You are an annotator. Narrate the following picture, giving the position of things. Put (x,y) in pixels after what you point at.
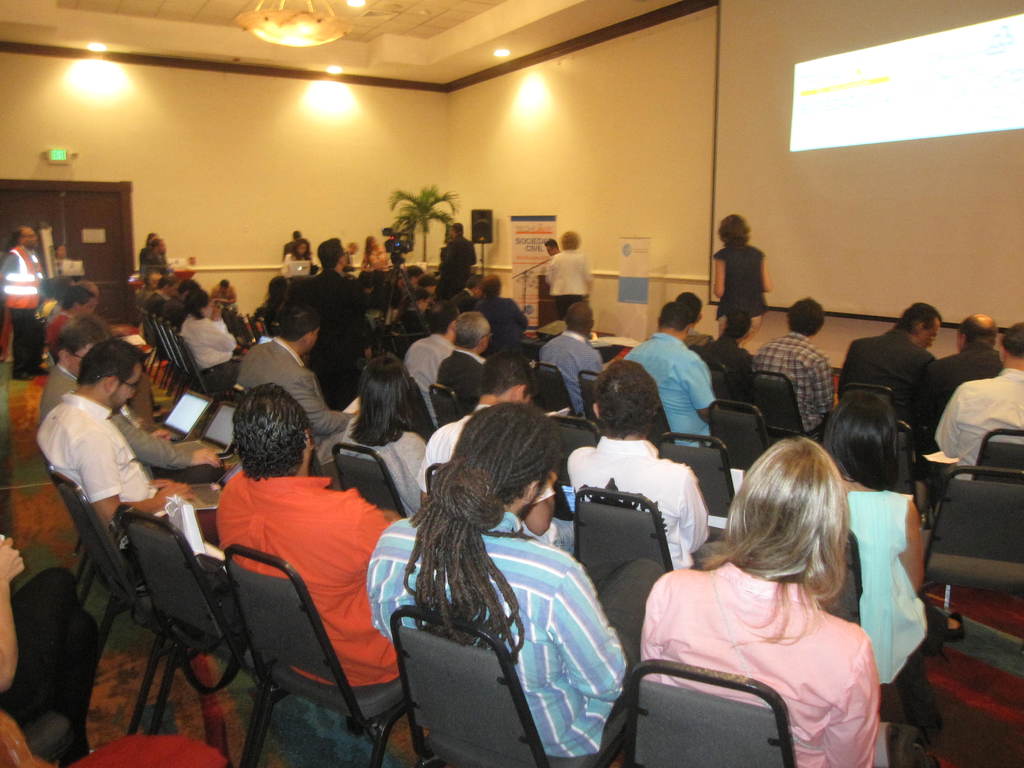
In this image I can see number of persons (419,443) are sitting on chairs (658,551) which are grey and black in color. I can see few laptops (209,438) in their laps (189,468). In the background (31,245) I can see few persons (323,286) standing, the wall (374,227), the ceiling (435,14), few lights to the ceiling (455,42), a camera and a chandelier (254,17). I can see the brown colored door (118,216).
